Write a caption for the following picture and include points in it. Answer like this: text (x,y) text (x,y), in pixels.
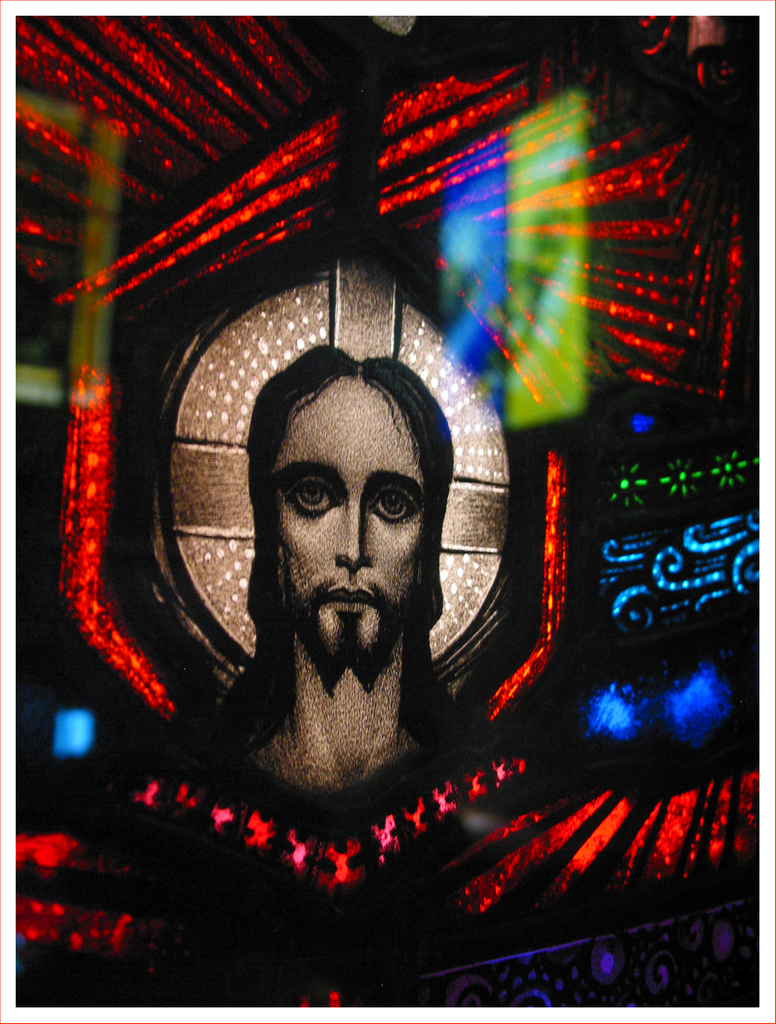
In this image, I can see the picture (325,584) of the man (288,653), which looks like a painting (347,490). These are the colorful lights (264,174).
